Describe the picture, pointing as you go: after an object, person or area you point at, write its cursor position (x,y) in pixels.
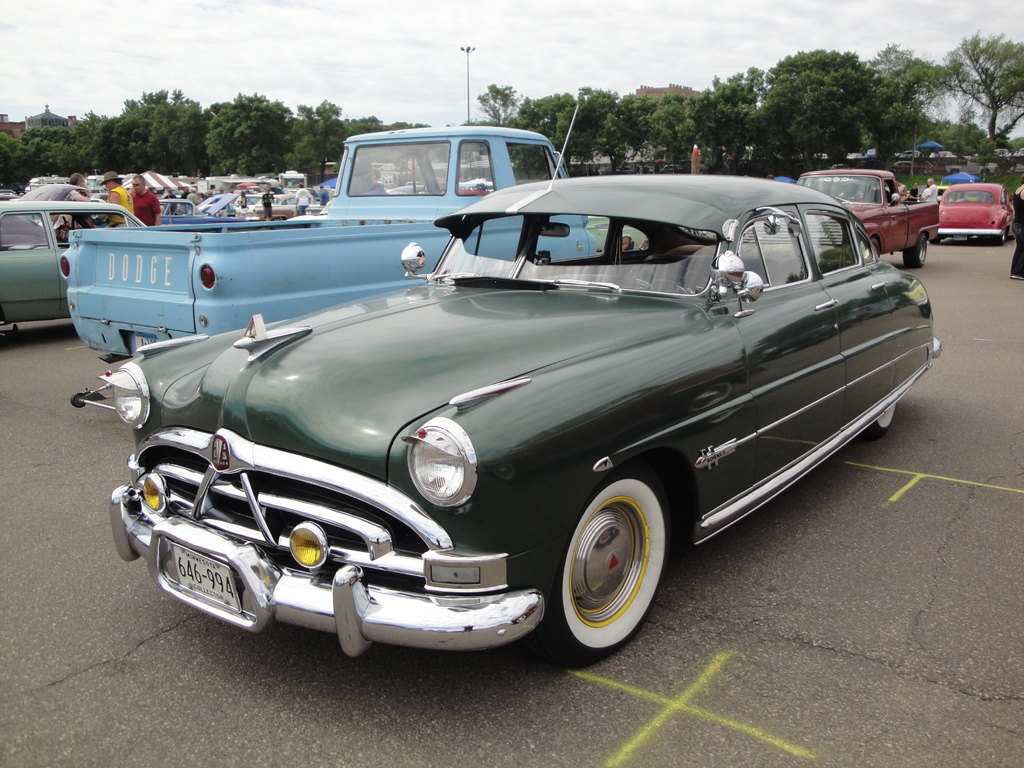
Here there are vehicles (490,266) on the road (121,747) and there are few persons (122,192) standing and walking on the road (824,691). In the background (610,125) there are trees (810,125), poles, buildings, tents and clouds (298,59) in the sky (866,21).
